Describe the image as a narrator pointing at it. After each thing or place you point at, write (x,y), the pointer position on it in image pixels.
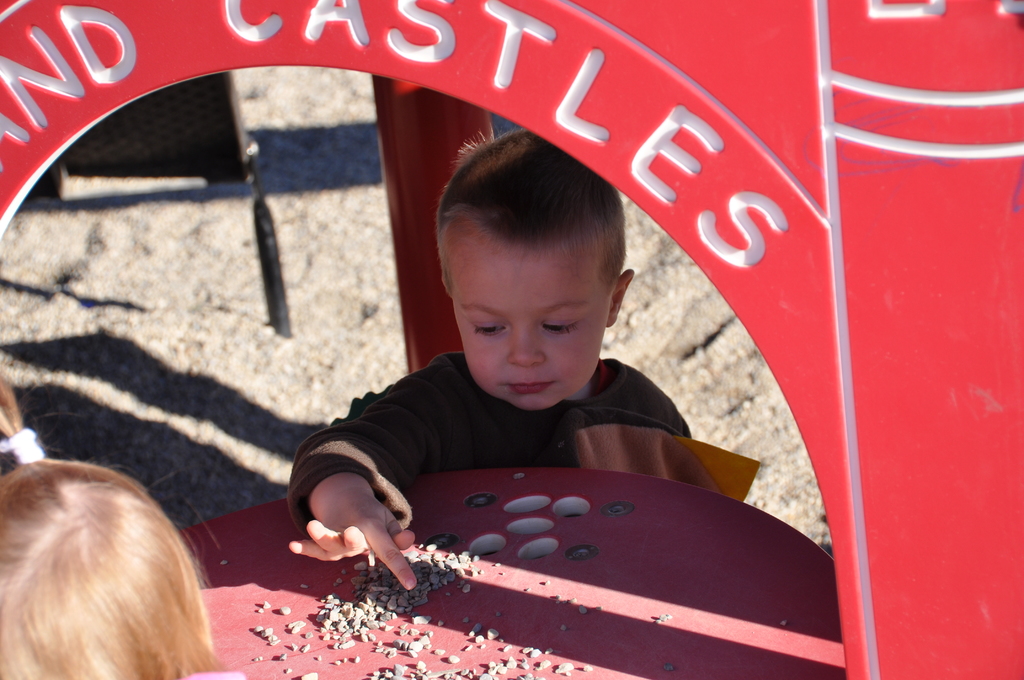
In the picture I can see a child (454,422) is playing with the stones (406,602) which are placed on the red surface (725,647), we can see another child (75,600) on the left side of the image (92,600) and we can see an arch (557,117) which is in red color on which we can see some text (50,33).
